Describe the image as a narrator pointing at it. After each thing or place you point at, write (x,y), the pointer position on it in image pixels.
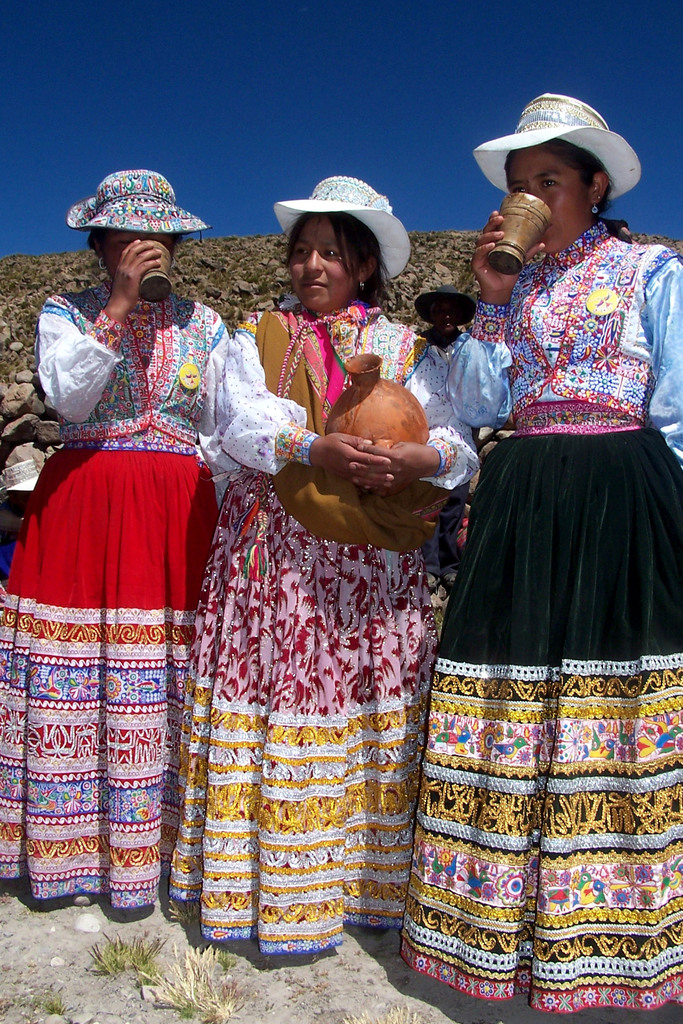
In this picture I can see there are a group of women (489,614) standing and they are holding glasses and drinking and the woman (334,373) at the center (354,387) is holding the pot (361,400) and there is a mountain (453,252) in the backdrop (235,305) and the sky (315,82) is clear.
